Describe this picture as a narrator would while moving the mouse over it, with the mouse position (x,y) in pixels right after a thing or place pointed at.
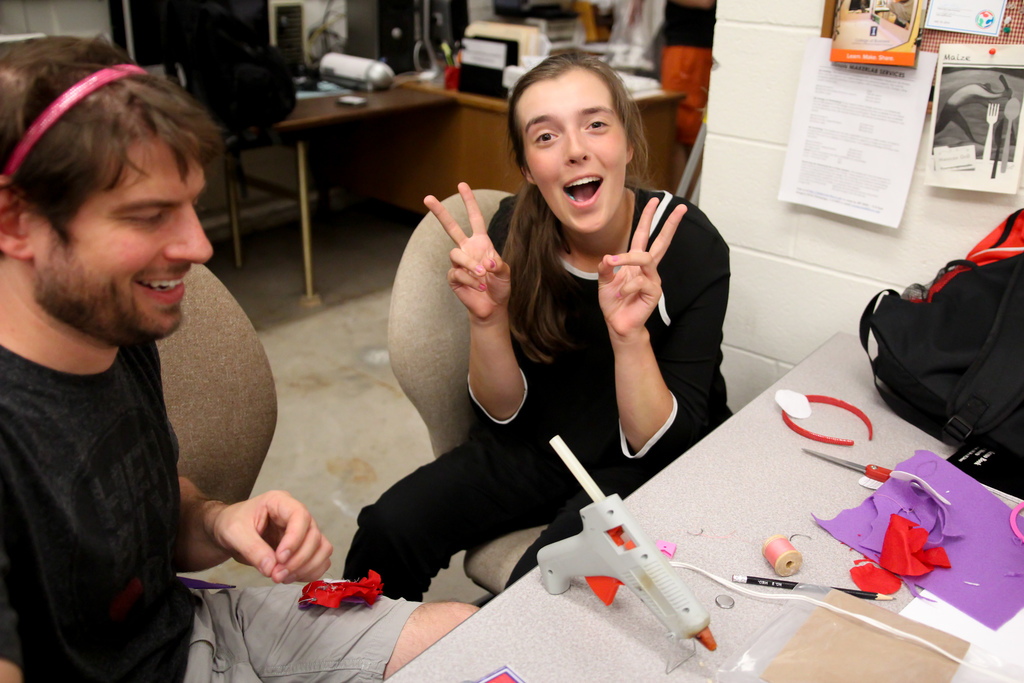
In this picture we can see a man (173,430) and a woman (601,315) are sitting on chairs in front of a table (688,671), there are papers (952,582), a glue gun (689,614), a pencil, a bag (942,414), a book (979,476) and a hair band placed on the table (828,556), on the right side (965,202) there is a wall (801,324), we can see some papers (987,183) pasted to the wall (977,196), in the background (410,85) there are tables (490,113), we can see some things (449,81) placed on the table (393,108).
